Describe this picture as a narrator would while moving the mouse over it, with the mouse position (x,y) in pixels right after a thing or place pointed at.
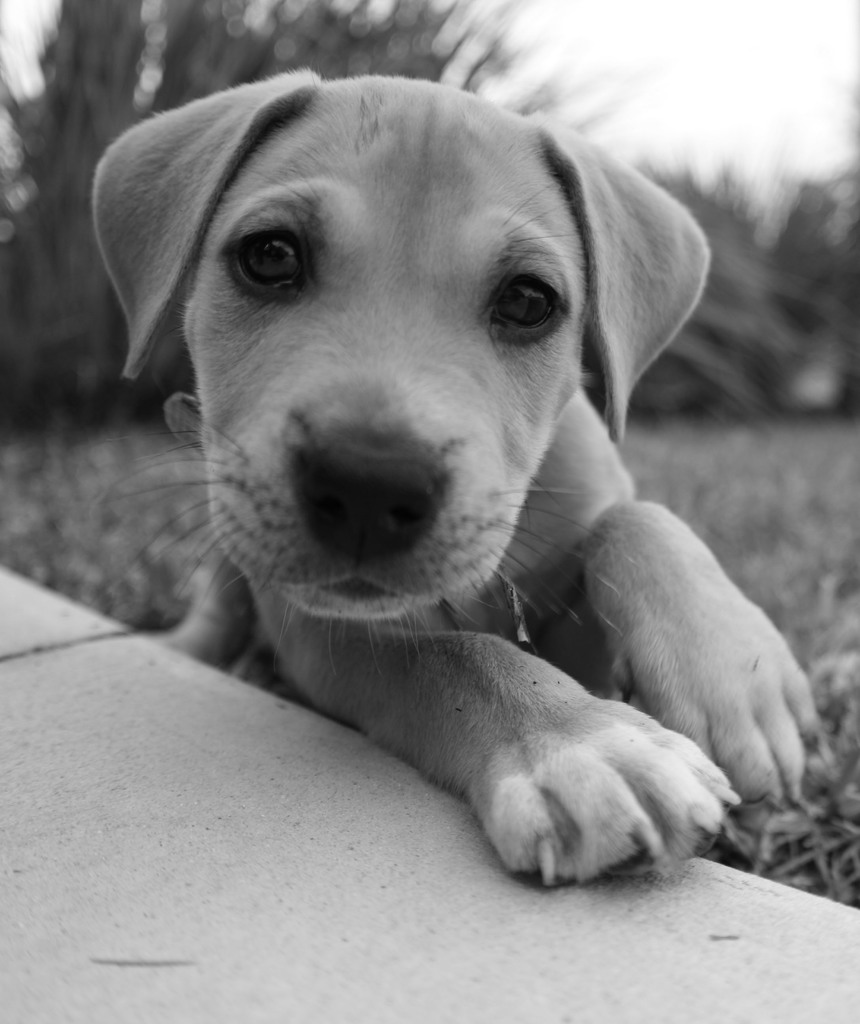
This is a black and white picture. In this image, we can see a dog (455,553) is lying on the grass (832,649). At the bottom of the image (434,1006), there is a path (330,878). In the background (807,371), we can see plants (815,311) and blur view.
